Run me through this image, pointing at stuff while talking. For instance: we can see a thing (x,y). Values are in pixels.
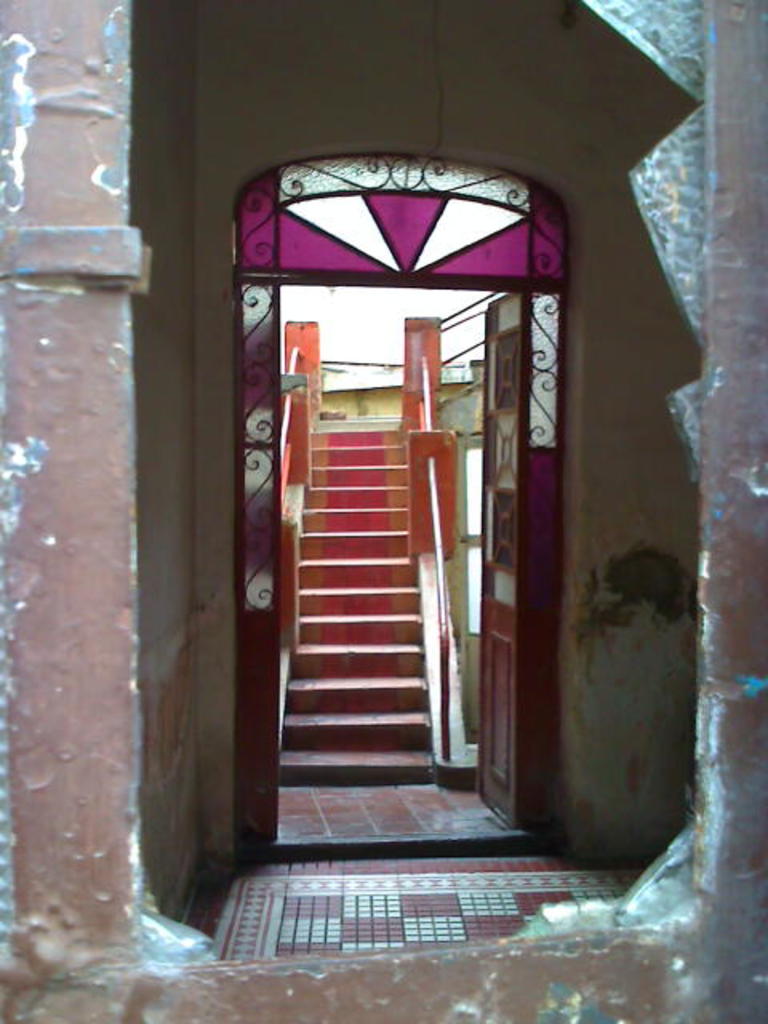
There is a broken window (713,766) in the foreground area of the image (38,807), there are stairs (340,598) and door (242,228) in the background (303,460).
